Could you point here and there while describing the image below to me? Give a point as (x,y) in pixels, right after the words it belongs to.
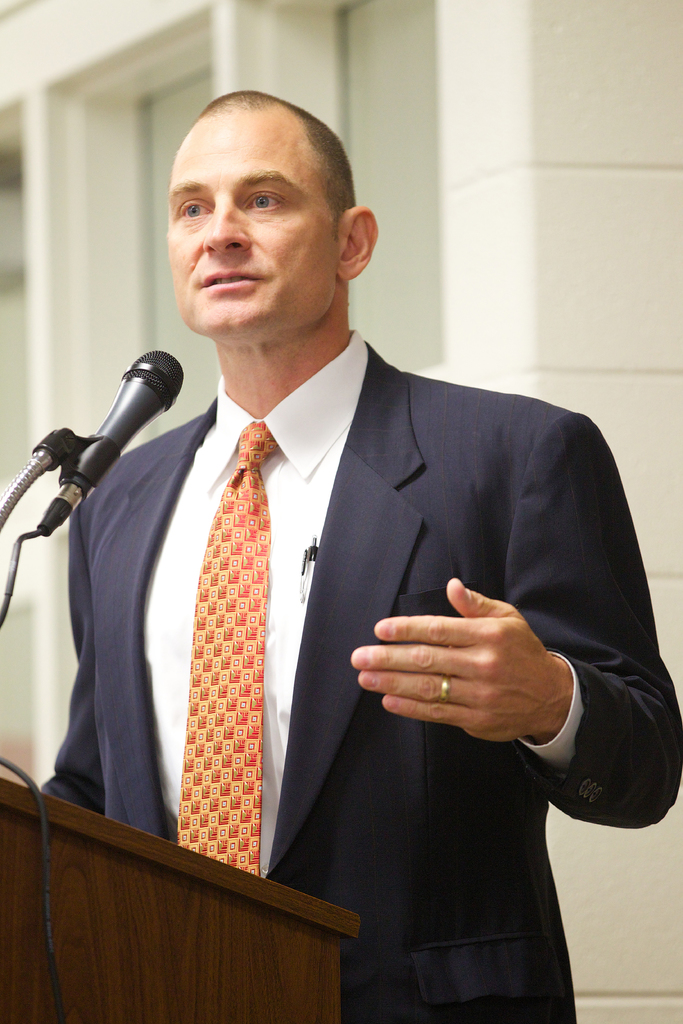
In this picture we can see a man (367,906) wore blazer (142,528), tie (223,553) and standing at podium (49,975) and talking on mic (145,412).
